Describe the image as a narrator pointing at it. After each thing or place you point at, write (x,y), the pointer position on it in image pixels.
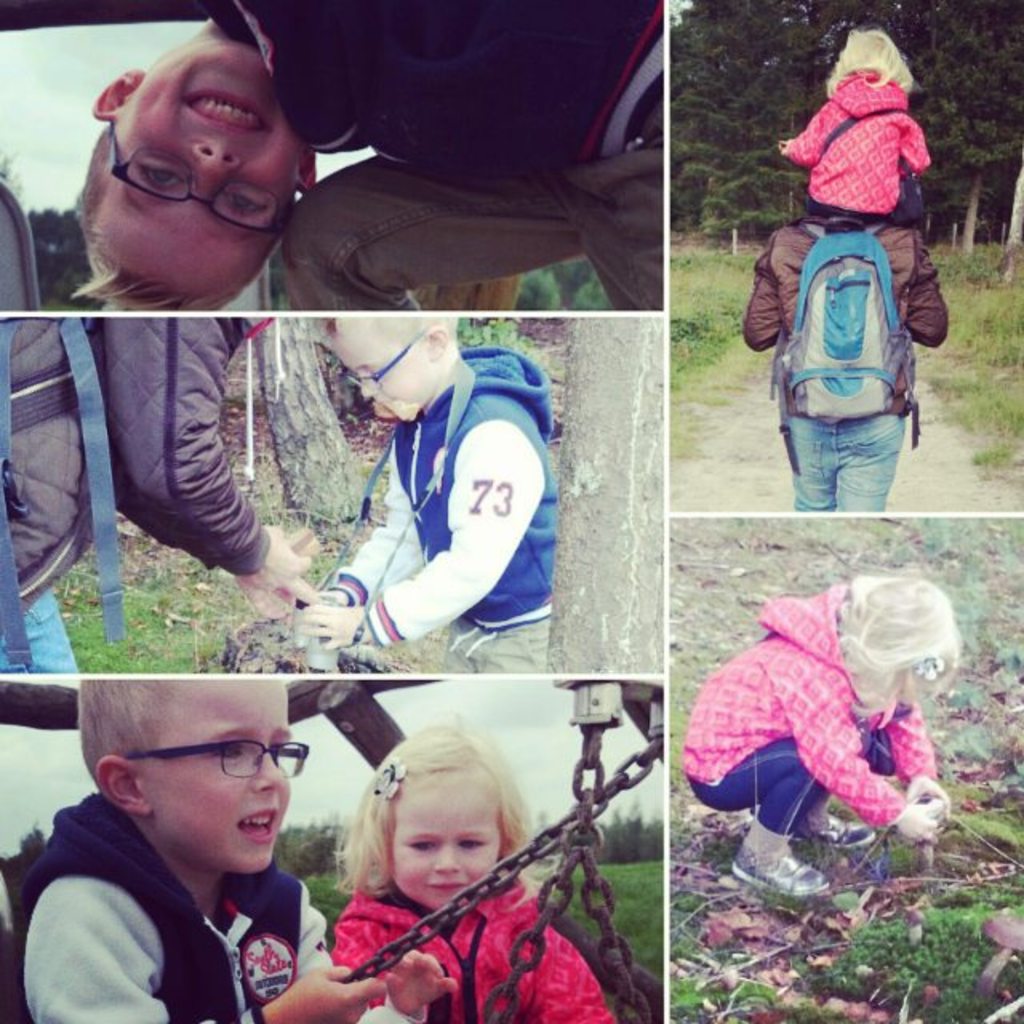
This image is a collage. In this image we can see people (831,679) and there is grass (728,551). We can see trees (740,39). There are chains (592,799). There is sky (457,702).
